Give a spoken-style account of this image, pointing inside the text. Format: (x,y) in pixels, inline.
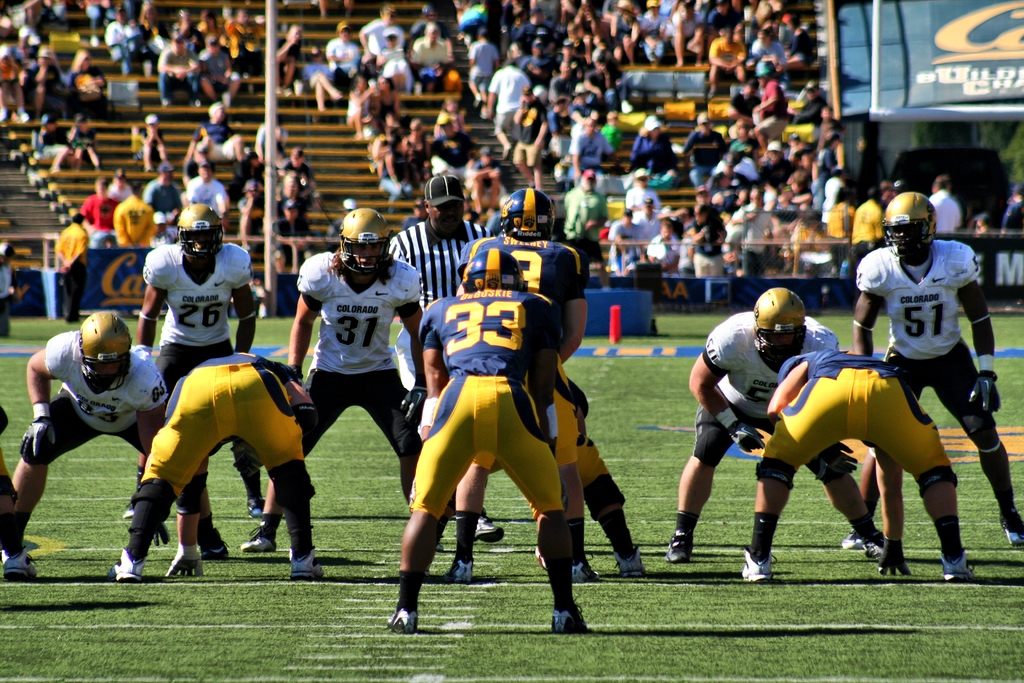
In this image there are people (453,133), benches (648,111), hoardings (714,305), pole (273,187) and objects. Among them few people (754,167) are sitting and few people (486,243) wore helmets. Land (625,393) is covered with grass (382,469).
